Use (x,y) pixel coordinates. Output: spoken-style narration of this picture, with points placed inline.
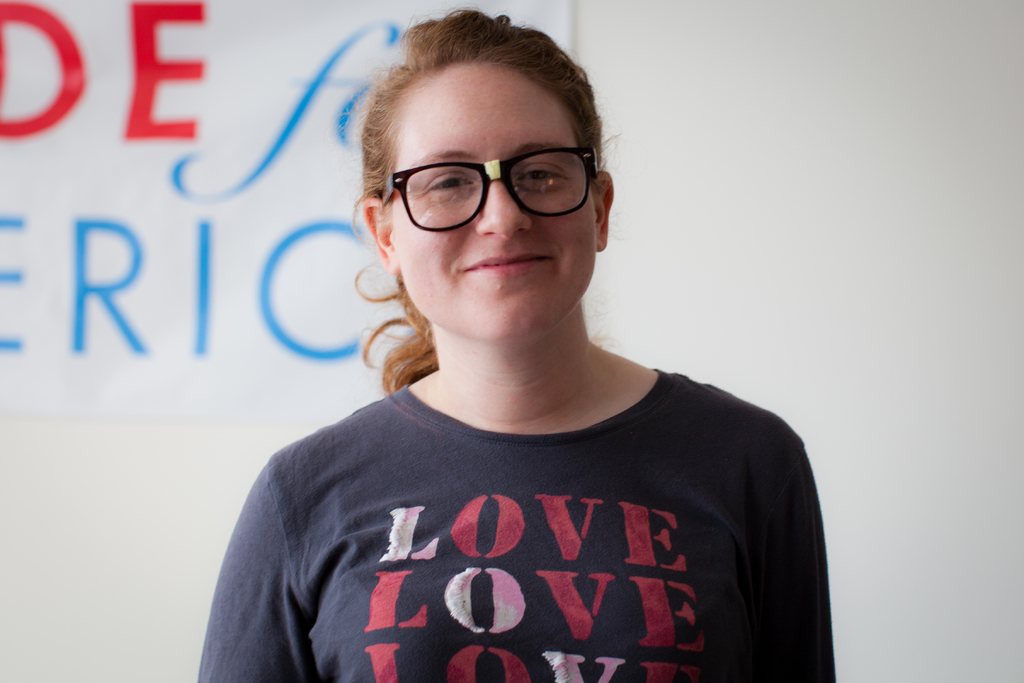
In this image there is a girl (518,540) standing in the middle (538,257) who is wearing the black color spectacles (522,180). In the background (767,221) there is a wall (779,149) to which there is a banner (127,211).
